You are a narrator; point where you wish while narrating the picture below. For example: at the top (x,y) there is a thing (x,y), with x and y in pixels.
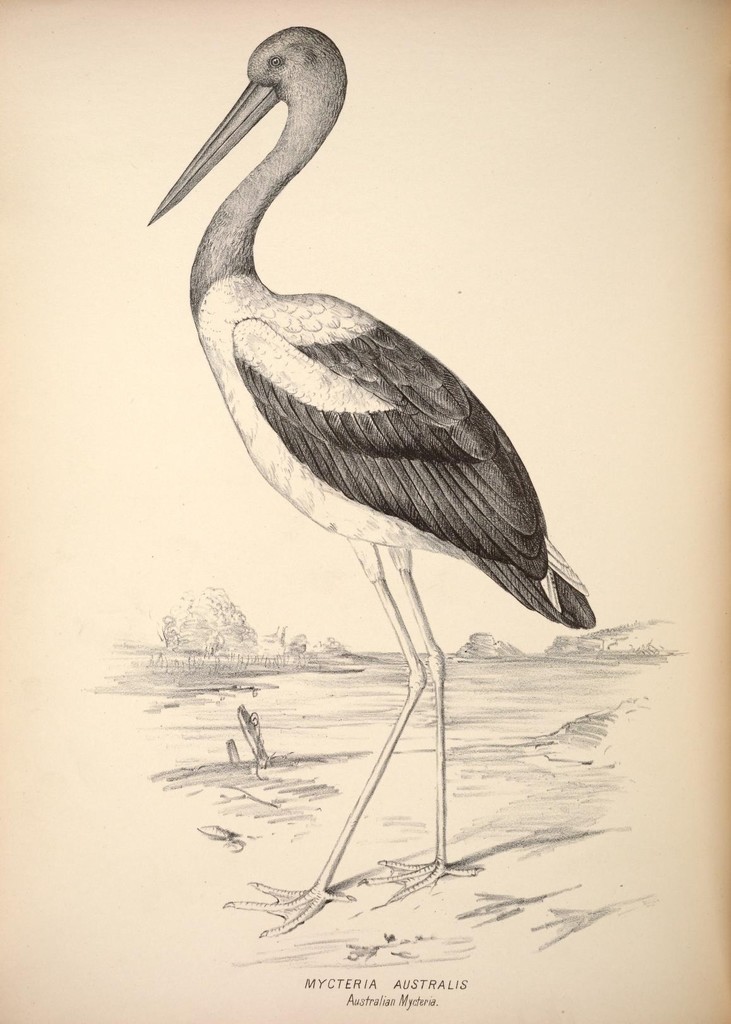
This image is the sketch of a bird (422,622). At the bottom (420,1000) we can see the text (409,993).
